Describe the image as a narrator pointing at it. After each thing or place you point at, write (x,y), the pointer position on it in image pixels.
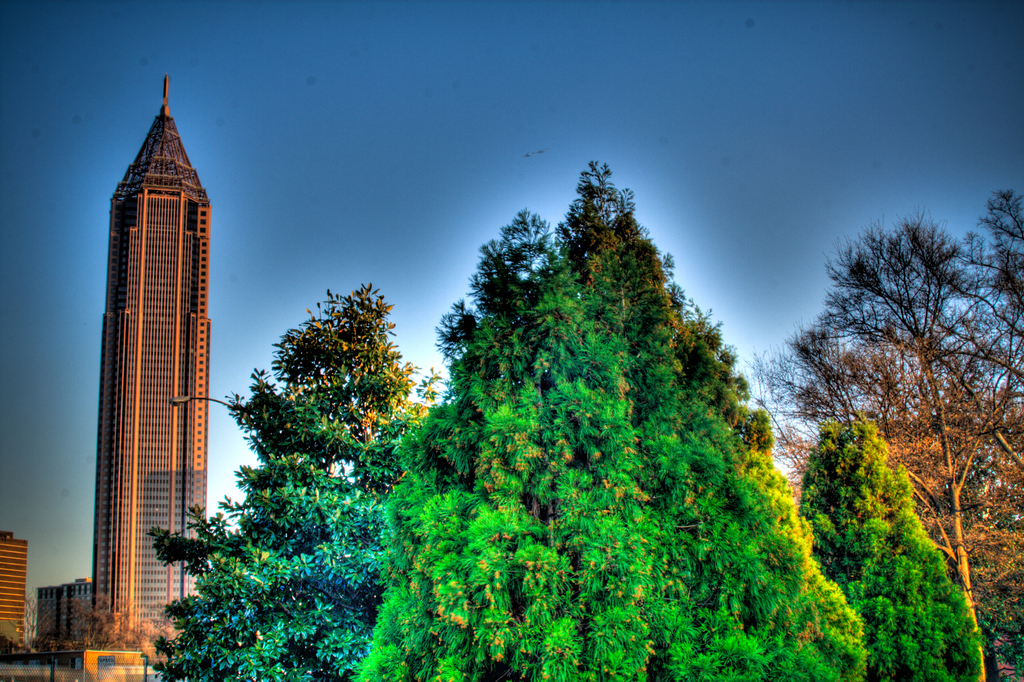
In this image there are buildings (108,575) and trees (718,584).
